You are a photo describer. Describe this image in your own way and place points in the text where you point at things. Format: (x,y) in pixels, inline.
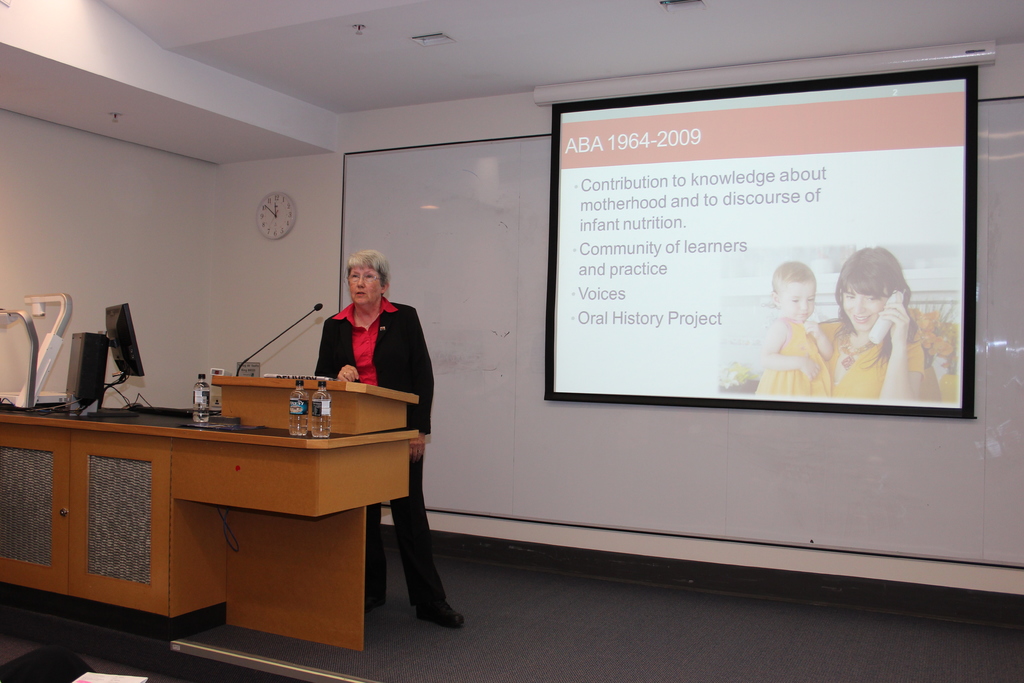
This is a picture taken in a seminar hall (66,98), the woman (390,346) in black and red dress (385,347) standing behind the podium (344,443) on the podium (358,407) there are bottles (298,406) and microphone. background of the woman (342,353) is a white board (483,328) and a projector screen (689,265) and a white wall (147,248) on the wall (174,224) there is a clock (268,216).
